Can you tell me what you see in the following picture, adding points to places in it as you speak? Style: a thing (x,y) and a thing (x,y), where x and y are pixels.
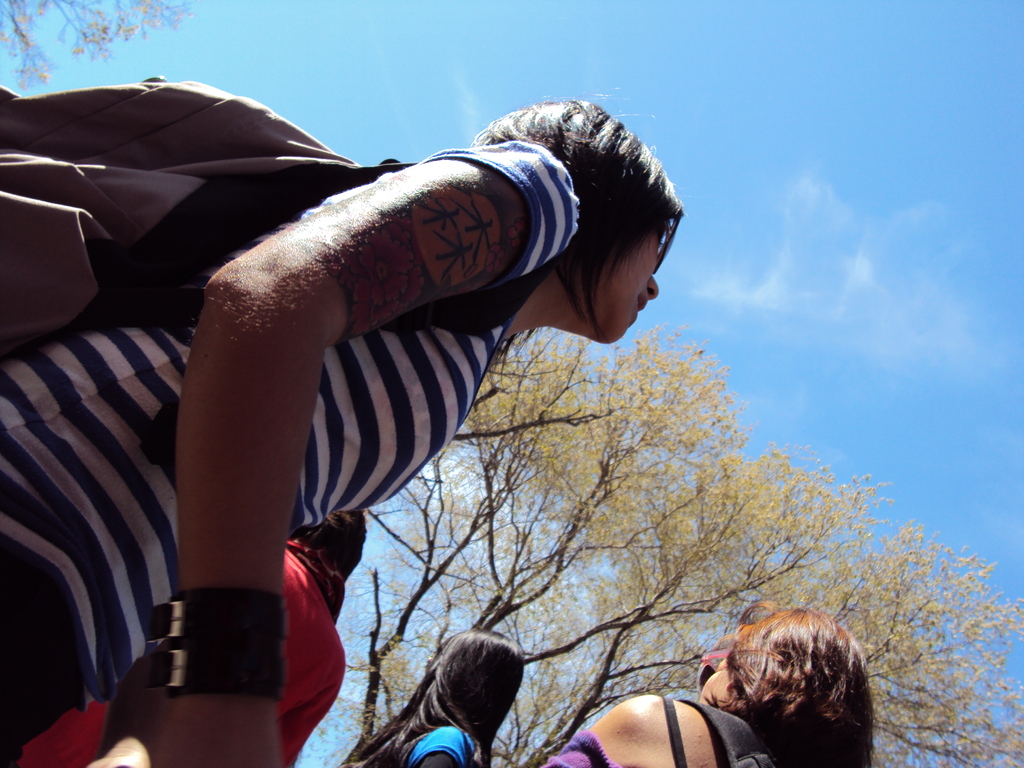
In this image, there is an outside view. There is a person (369,326) in the middle of the image (418,390) wearing clothes (376,340) and bag (232,190). There is a tree (571,615) at the bottom of the image (525,615). In the background of the image (824,108), there is a sky (824,108).
